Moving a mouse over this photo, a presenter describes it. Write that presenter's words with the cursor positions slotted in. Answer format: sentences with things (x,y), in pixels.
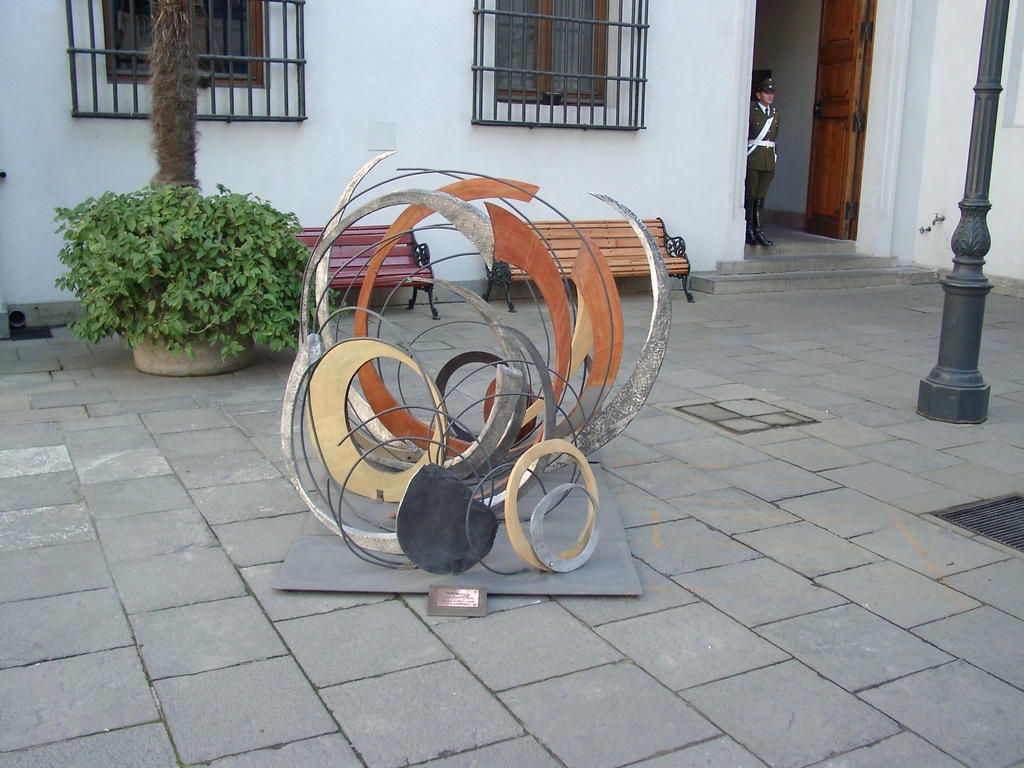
In this image there is an object (523,430) on the board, a person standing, pole (994,137), plant (158,121), a building (903,182) with windows (216,30) and a door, benches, iron grills (202,98).
